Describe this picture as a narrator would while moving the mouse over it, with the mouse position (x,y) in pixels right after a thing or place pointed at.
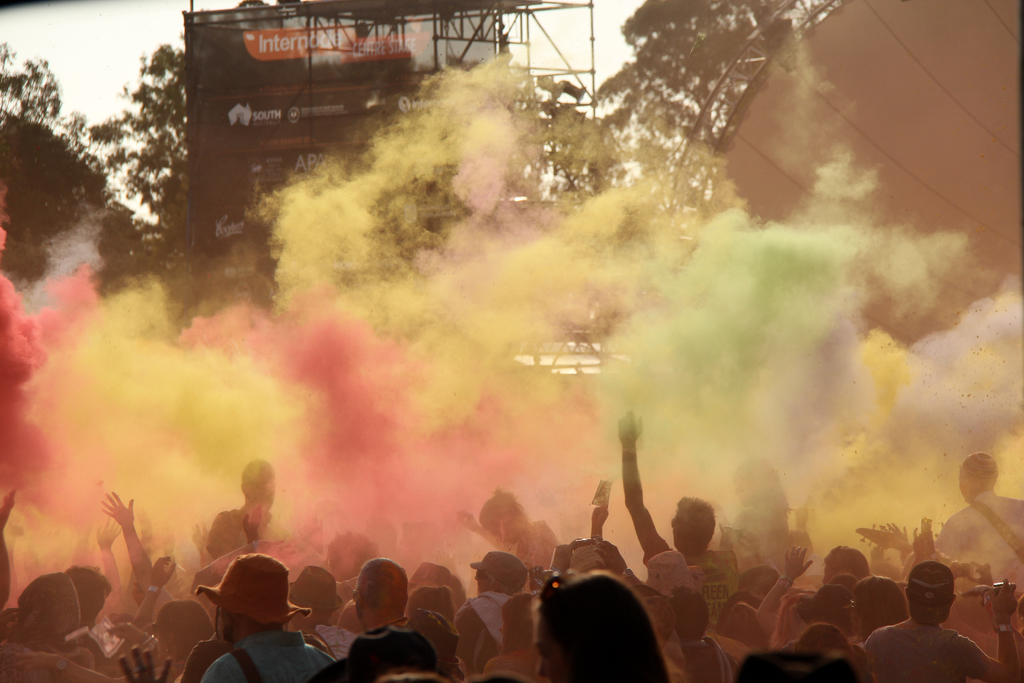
In this image I can see there are many persons (549,530) visible at the bottom (797,548), at the top (210,119) I can see the sky (612,42) and hoarding board (215,37) and in the middle (615,302) I can see colorful fog (621,306).
